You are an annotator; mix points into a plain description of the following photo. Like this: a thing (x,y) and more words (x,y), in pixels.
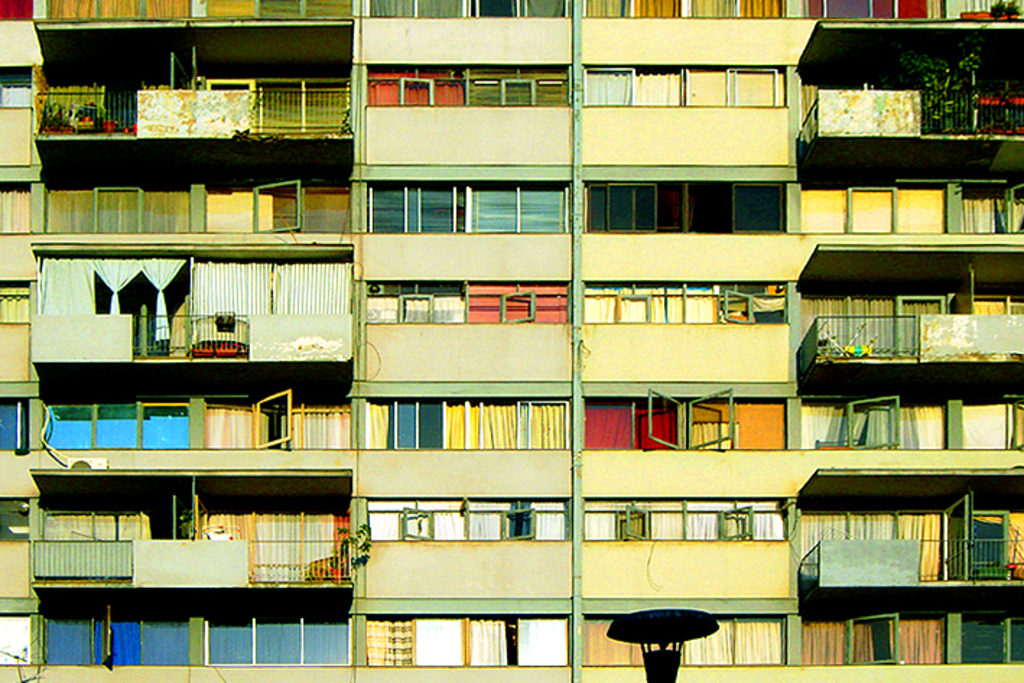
At the bottom of the image (646,654) we can see one black color object (655,654). In the center of the image (521,330) we can see one building (479,258), windows (702,210), curtains (783,416), fences (935,128), plant pots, plants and a few other objects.
